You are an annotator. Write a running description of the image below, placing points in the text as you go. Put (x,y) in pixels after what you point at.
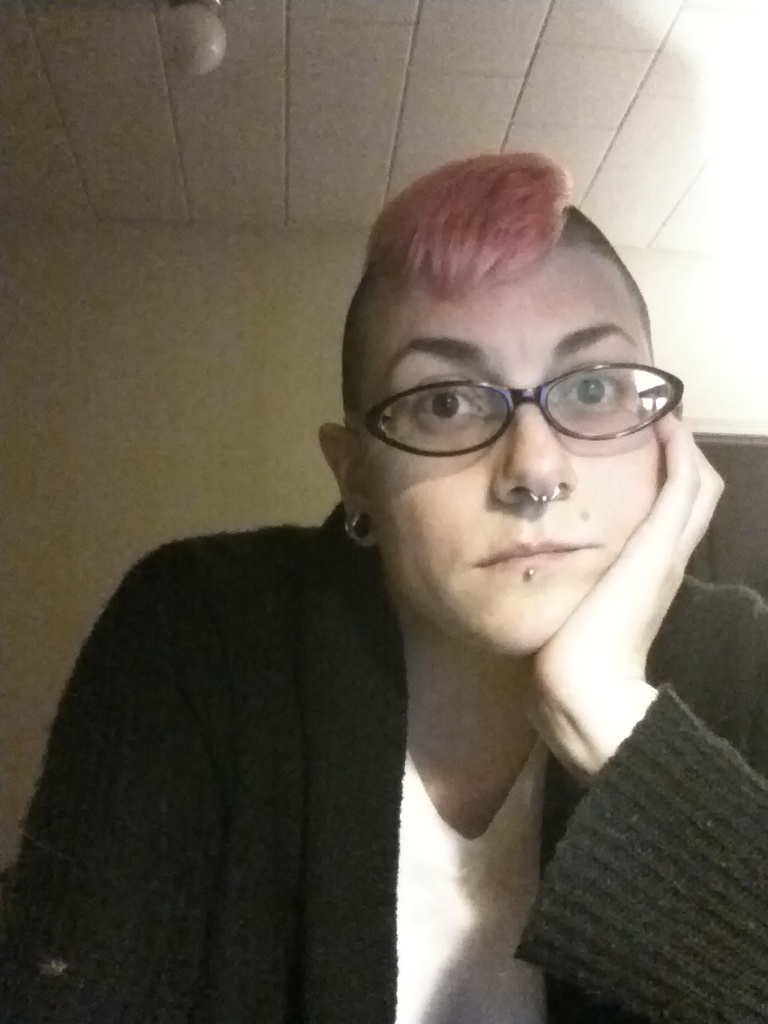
In this picture I can see a person (346,419) with spectacles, at the top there is a ceiling light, and in the background (217,333) there is a wall (217,333).
